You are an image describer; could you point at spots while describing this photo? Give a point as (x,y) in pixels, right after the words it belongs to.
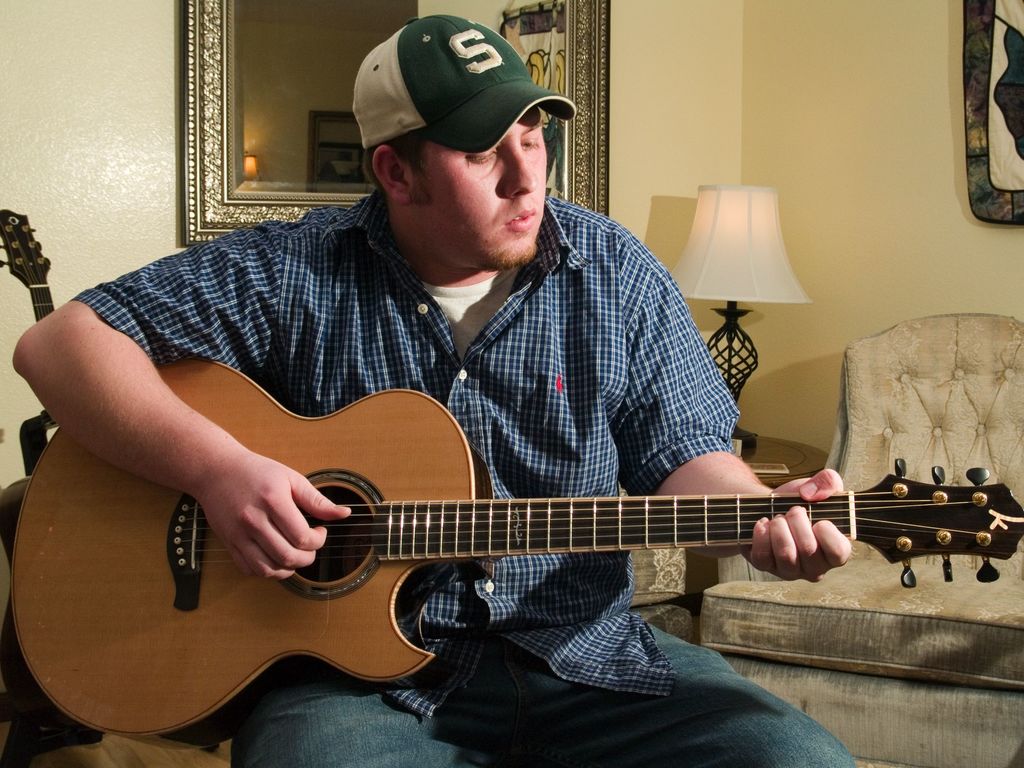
In this picture we can see a man (836,761) sitting on a sofa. He is holding a guitar (95,643) in his hand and he is playing a guitar (95,657). In the background (949,386) we can see a sofa (946,398) and a table lamp (726,313).
